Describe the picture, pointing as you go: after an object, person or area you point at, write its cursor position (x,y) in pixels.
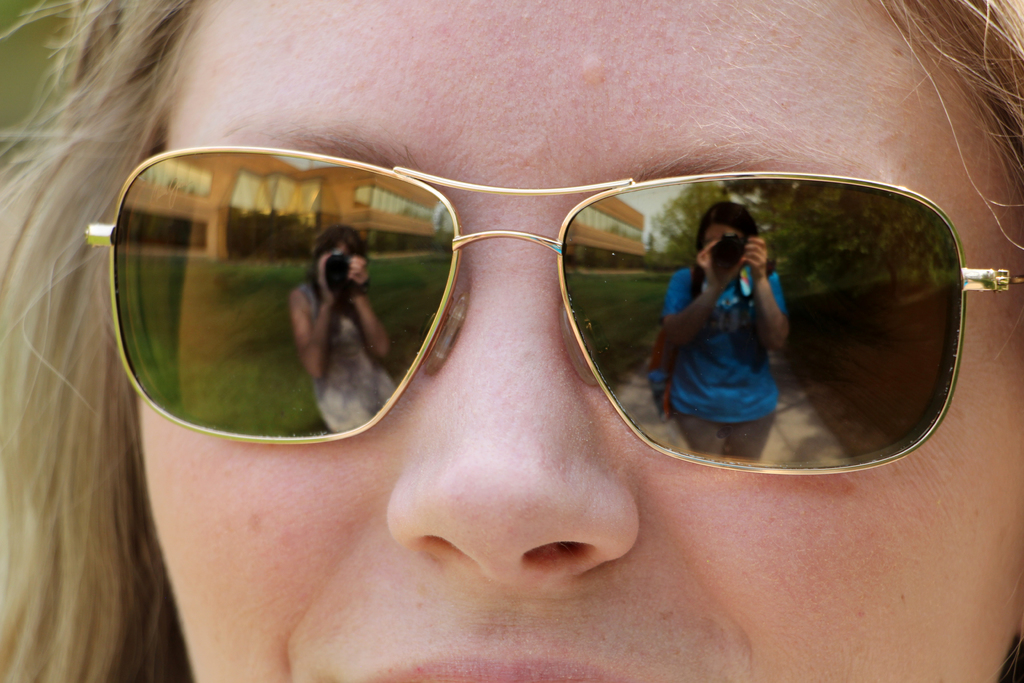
In this picture we can see the partial face (576,576) of a woman (509,409) wearing goggles (231,365). We can see the reflection (372,321) on the lens (906,372).
